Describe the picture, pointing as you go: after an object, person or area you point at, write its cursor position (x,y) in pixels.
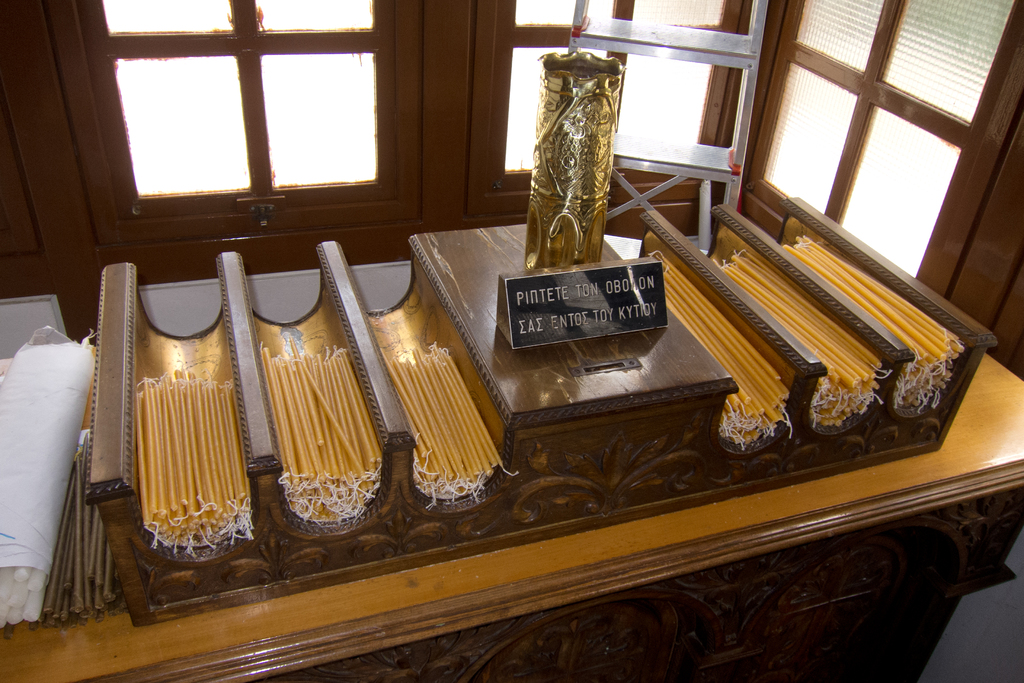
In this image we can see few objects (474,405) placed on a table (546,628). Behind the table (916,498), we can see the windows (598,5).
